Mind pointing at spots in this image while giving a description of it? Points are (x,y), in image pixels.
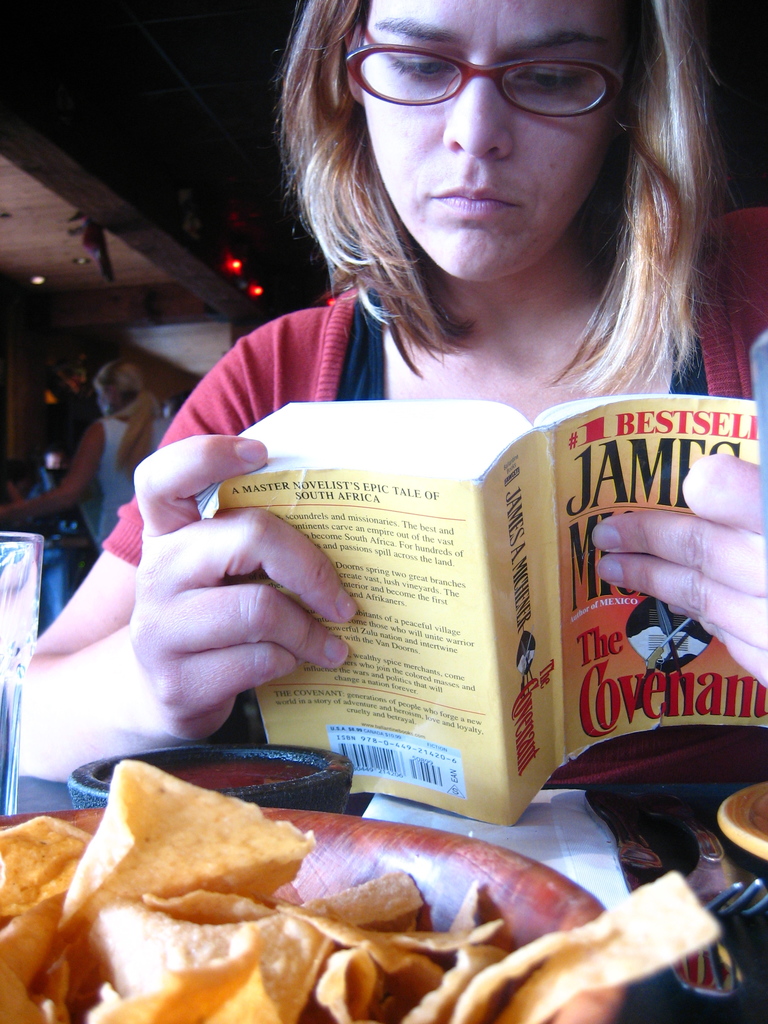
In this image we can see a lady (211,695) holding a book (701,663) in her hand (279,551). In front of her there is a table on which there are food items (224,825) in bowls (755,847). There is a glass (40,556). There are other objects (603,846) on the table (51,788). At the top of the image (162,161) there is a ceiling (182,232).
